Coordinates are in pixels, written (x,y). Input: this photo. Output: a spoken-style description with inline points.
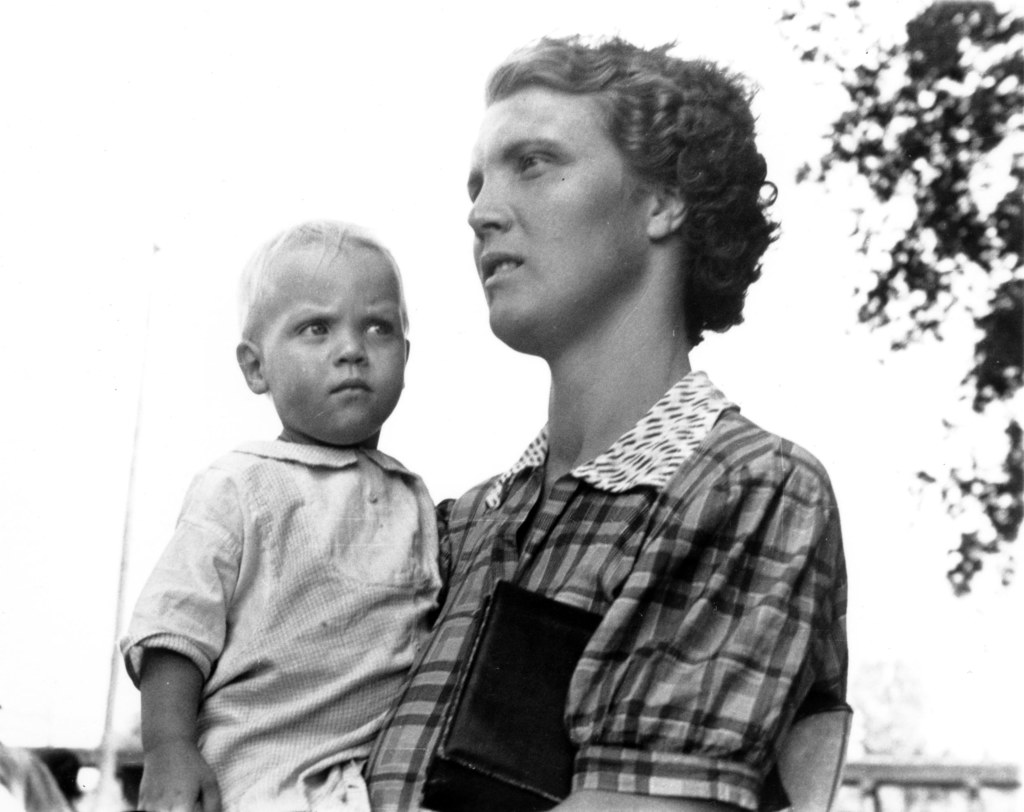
In the picture we can see a woman (643,357) holding a child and standing and in the background (1021,691), we can see a pole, railing (927,779) and a sky (783,310).
